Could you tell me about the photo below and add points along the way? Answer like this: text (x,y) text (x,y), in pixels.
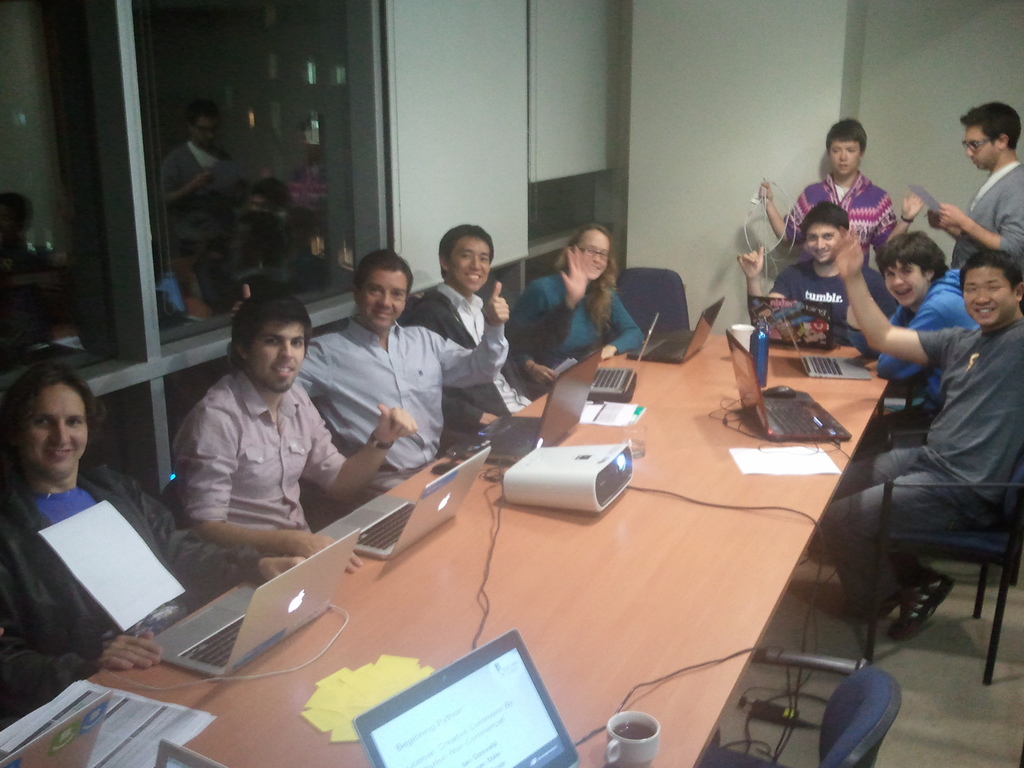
In this image there are people (578,316), chairs (894,703), a table (614,626), laptops (311,588), a projector (544,473), a bottle (758,353), papers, windows (181,214) and objects (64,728). Among them two people (1002,203) standing and holding objects (924,197).
